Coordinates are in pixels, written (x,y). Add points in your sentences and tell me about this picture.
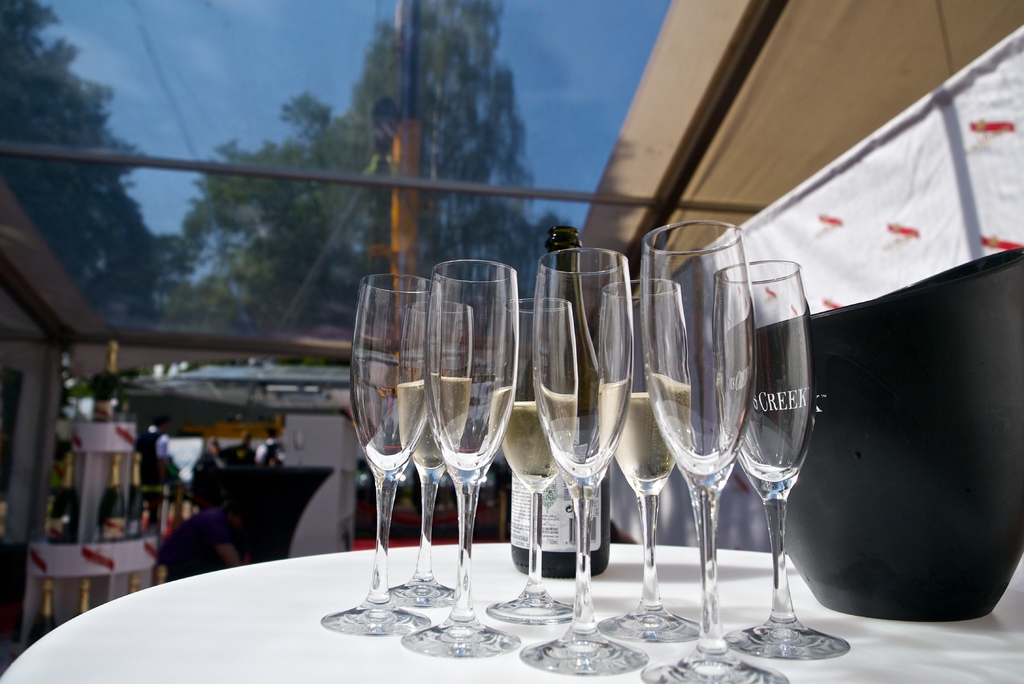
On the right side (881,393), there are glasses (731,333), a bottle (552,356) and a black color object (930,448) placed on a white color table (63,657). In the background (70,62), there are trees (491,82), a building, clouds (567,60) in the blue sky (214,53) and other objects (237,482).
